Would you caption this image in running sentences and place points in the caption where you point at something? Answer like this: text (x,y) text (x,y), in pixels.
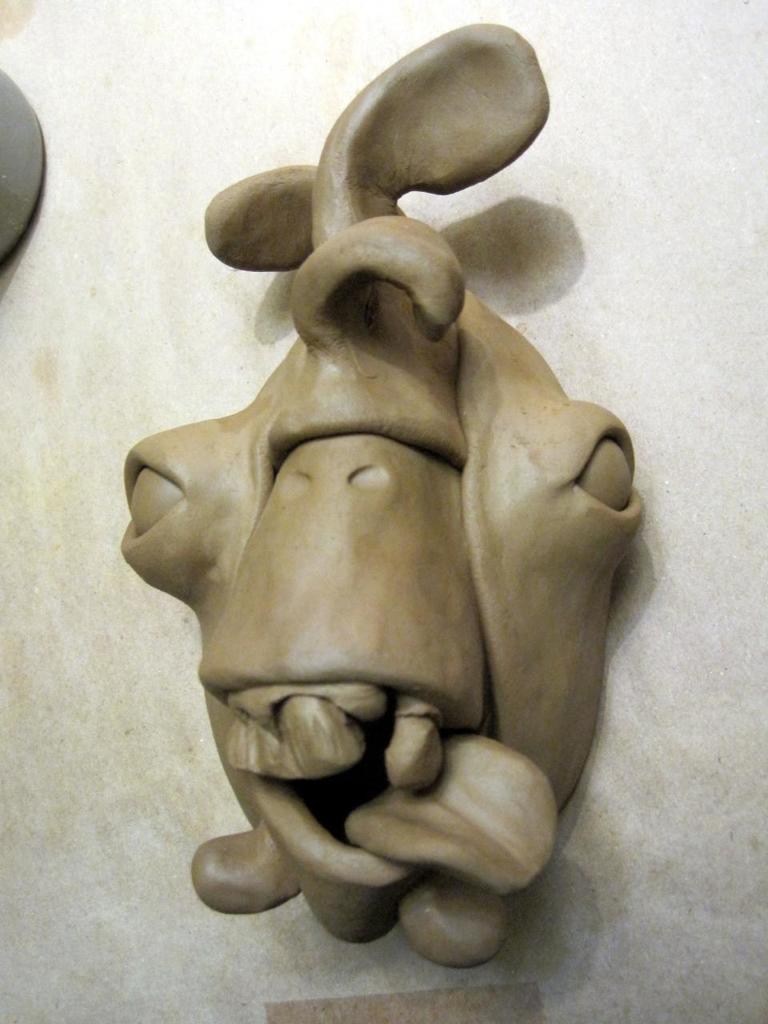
This picture looks like a clay toy (430,436).
